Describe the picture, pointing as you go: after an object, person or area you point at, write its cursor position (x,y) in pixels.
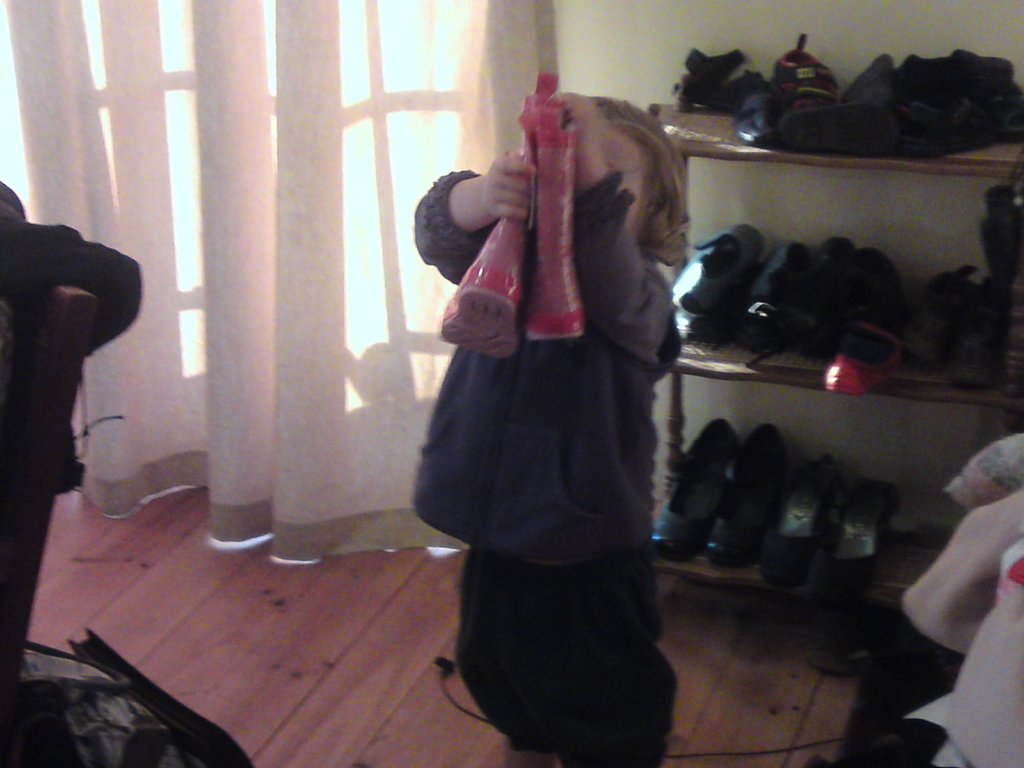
In this image I can see the person (594,144) is holding the pink color shoes (521,242). Back I can see the window (453,105), white color curtain (300,276), wall (647,44), few objects (15,487) on the floor (154,592) and few shoes (765,514) in the rack (1001,170).
